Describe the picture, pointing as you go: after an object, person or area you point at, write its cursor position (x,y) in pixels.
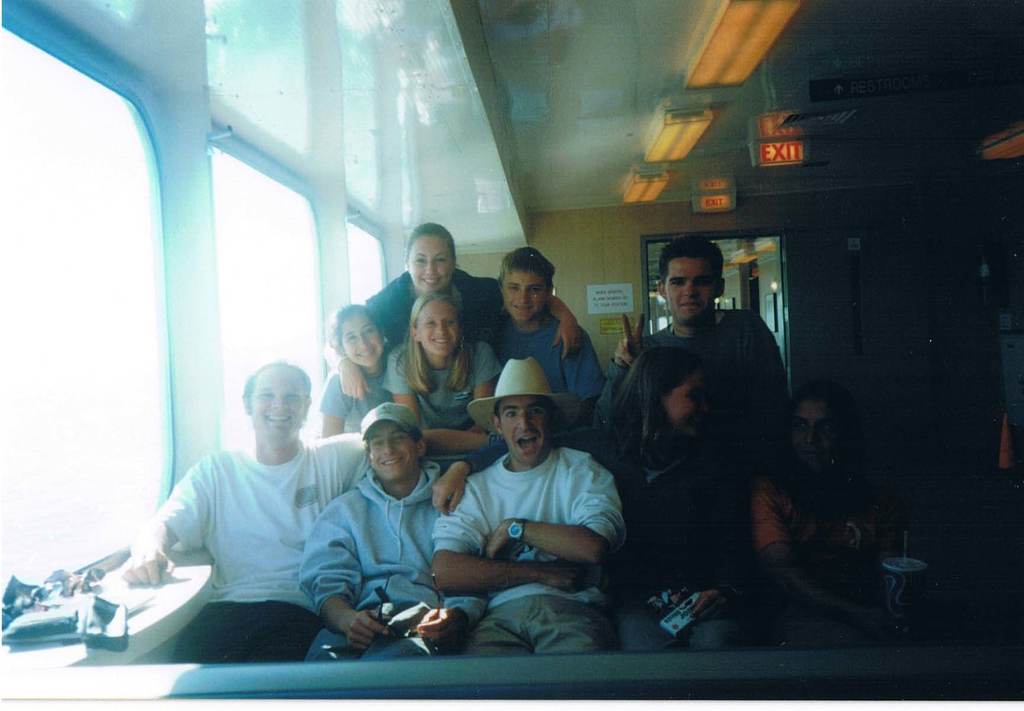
In this image there are few people (377,403) visible inside of the vehicle (697,198), at the top (632,72) there is a ceiling (854,158) on which there is a signboard (767,139) visible, there is a entrance gate (653,306) visible in the middle (653,250), on the left side (49,473) there is a window (149,379), in front of window (256,288) few objects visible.
